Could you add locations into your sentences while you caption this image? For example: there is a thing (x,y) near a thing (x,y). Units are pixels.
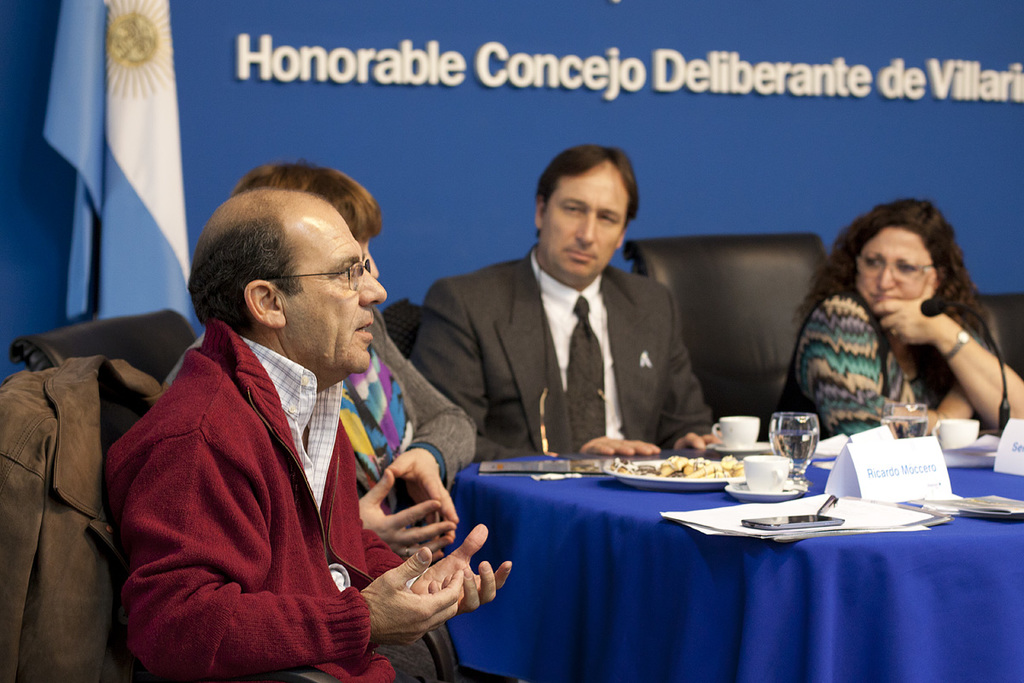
In the foreground of this image (561,587), there are four persons (355,435) sitting on the chairs (47,439) in front of a table (791,608) on which, there are glasses (796,441), cups (733,426), platter (691,481) with food (702,465), few papers (832,529), mobile (807,529) and name board (910,459) on it. In the background (647,185), on a blue surface (378,118), there is some text (1018,89) and also we can see a flag (141,172).
